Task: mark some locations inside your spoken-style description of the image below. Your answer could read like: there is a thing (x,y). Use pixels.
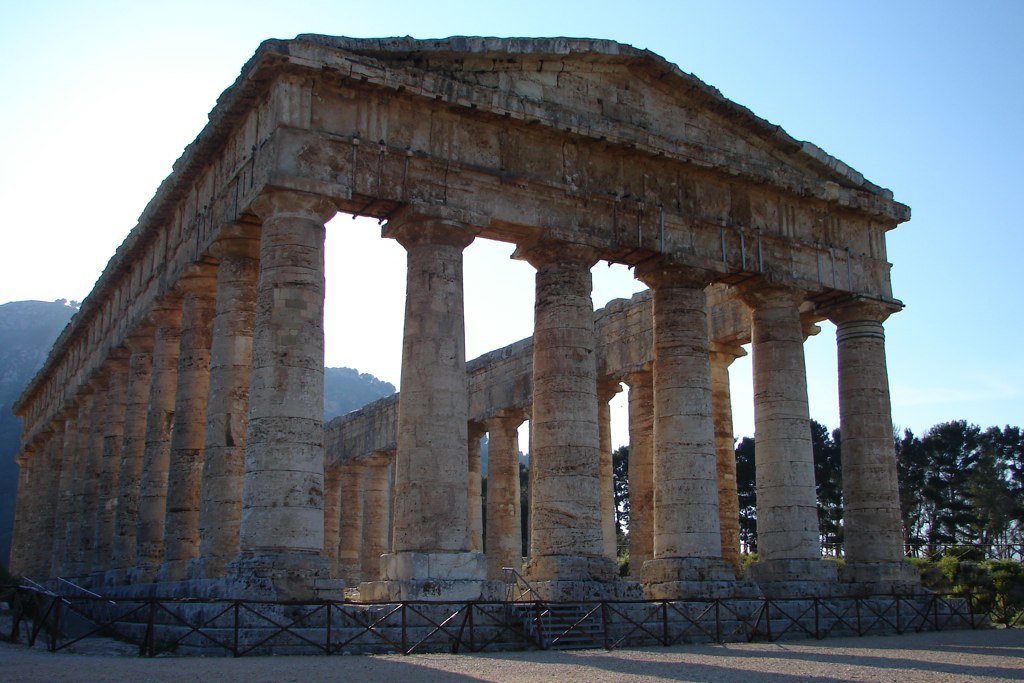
In the picture I can see the ancient construction (419,445) and there is a metal grill fence (215,641) around the construction (818,574). There are trees (1005,491) on the right side (986,497). There is no cloud (363,300) in the sky (371,323).
